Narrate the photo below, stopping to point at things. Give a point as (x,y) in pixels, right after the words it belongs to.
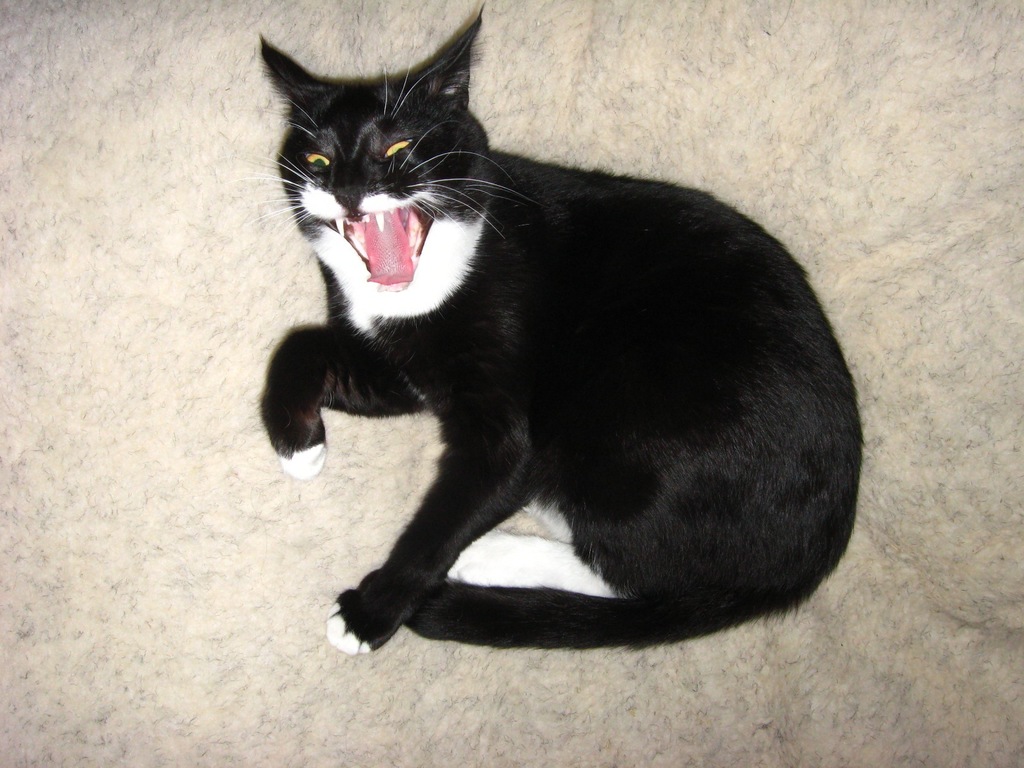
In this picture we can see a black cat (307,105) on the surface (724,33).
